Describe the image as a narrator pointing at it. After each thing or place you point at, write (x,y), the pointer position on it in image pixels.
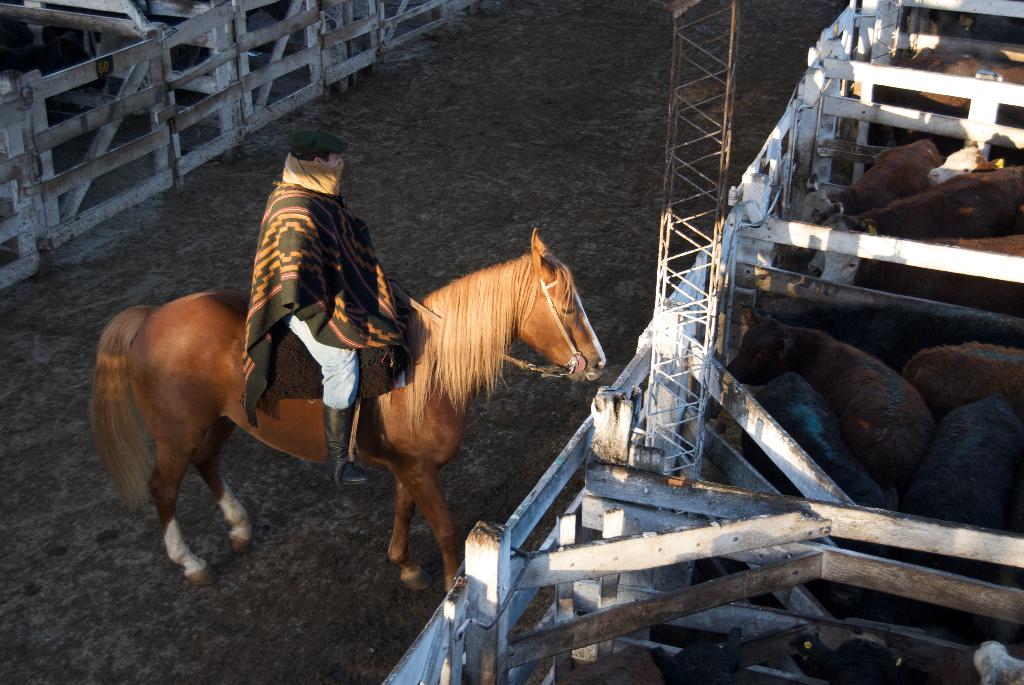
In this image the person (266,226) is sitting on the horse (512,333) and there are some cows (914,426).
